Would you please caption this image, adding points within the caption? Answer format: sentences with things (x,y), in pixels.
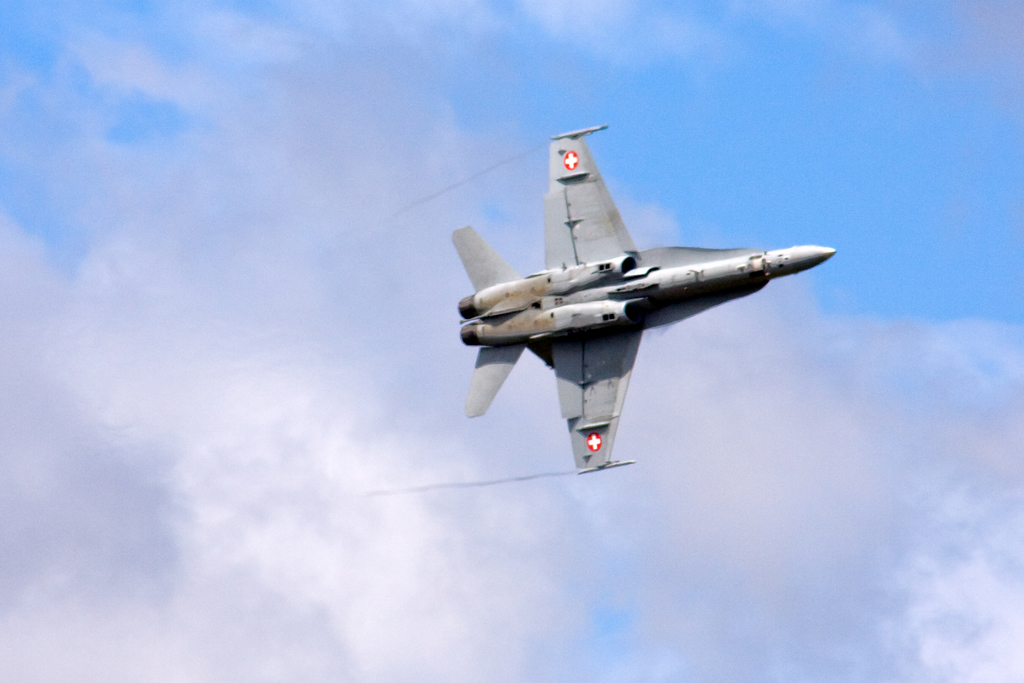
In the image there is a jet plane (576,214) flying in the sky (661,342), the sky (284,185) is filled with clouds (258,565).
